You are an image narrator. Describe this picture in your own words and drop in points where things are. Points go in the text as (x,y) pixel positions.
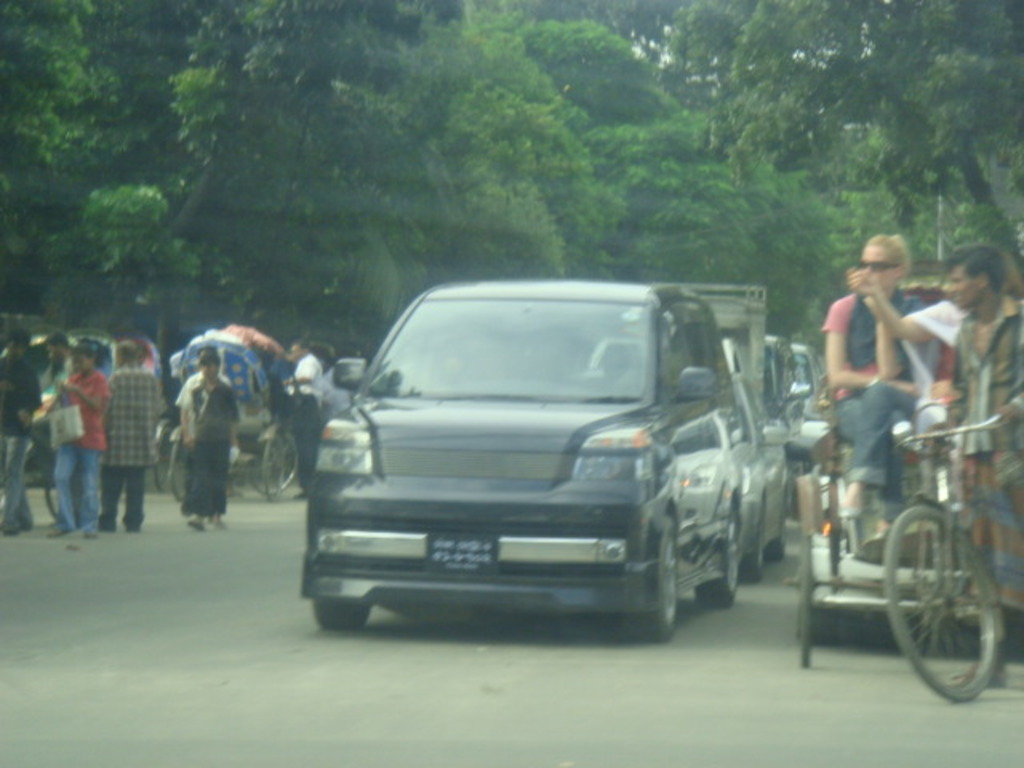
This image is taken outdoors. At the bottom of the image (238,657) there is a road (603,655). At the top of the image (263,162) there are trees (739,229). On the left side of the image (142,391) a few people (26,367) are standing on the road (114,562) and a few (188,429) are walking. There are two rickshaws (245,391) on the road (165,500). In the middle of the image (542,437) a few cars (519,463) are moving on the road (75,563). On the right side of the image (861,407) a man (979,526) and a woman (907,405) are sitting in the rickshaw (900,566).
